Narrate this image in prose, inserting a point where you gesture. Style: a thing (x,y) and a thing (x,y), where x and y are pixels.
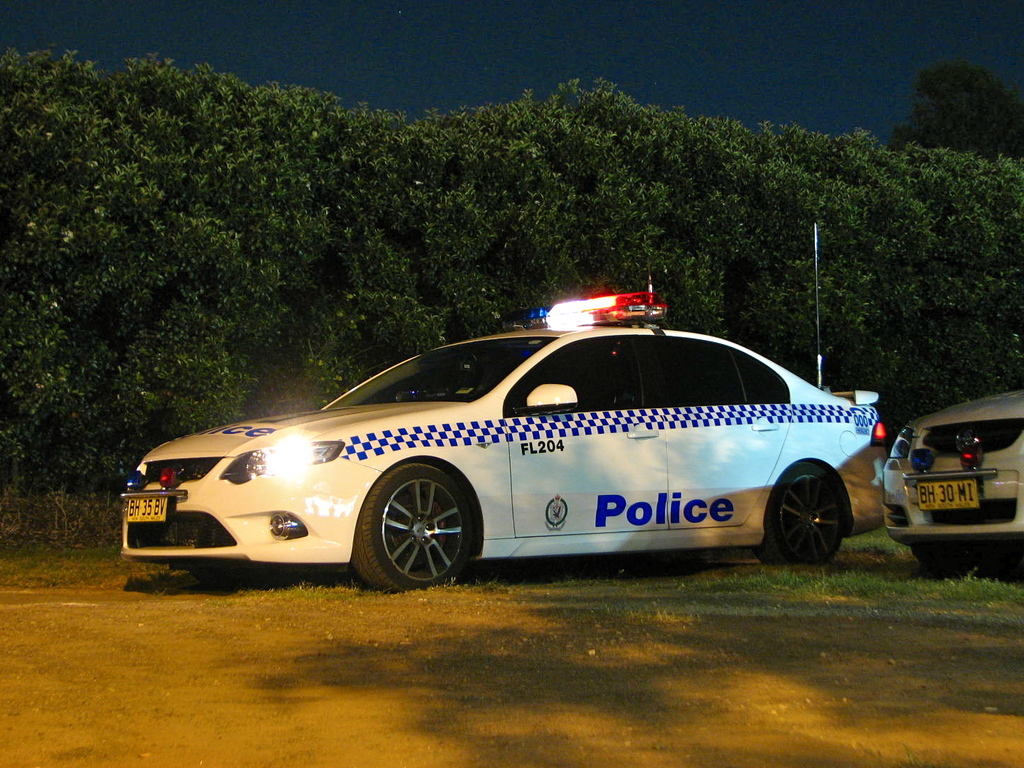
In this picture we can see vehicles (749,508) on the ground (446,647), trees (693,184) and in the background (434,64) we can see the sky (652,22).
